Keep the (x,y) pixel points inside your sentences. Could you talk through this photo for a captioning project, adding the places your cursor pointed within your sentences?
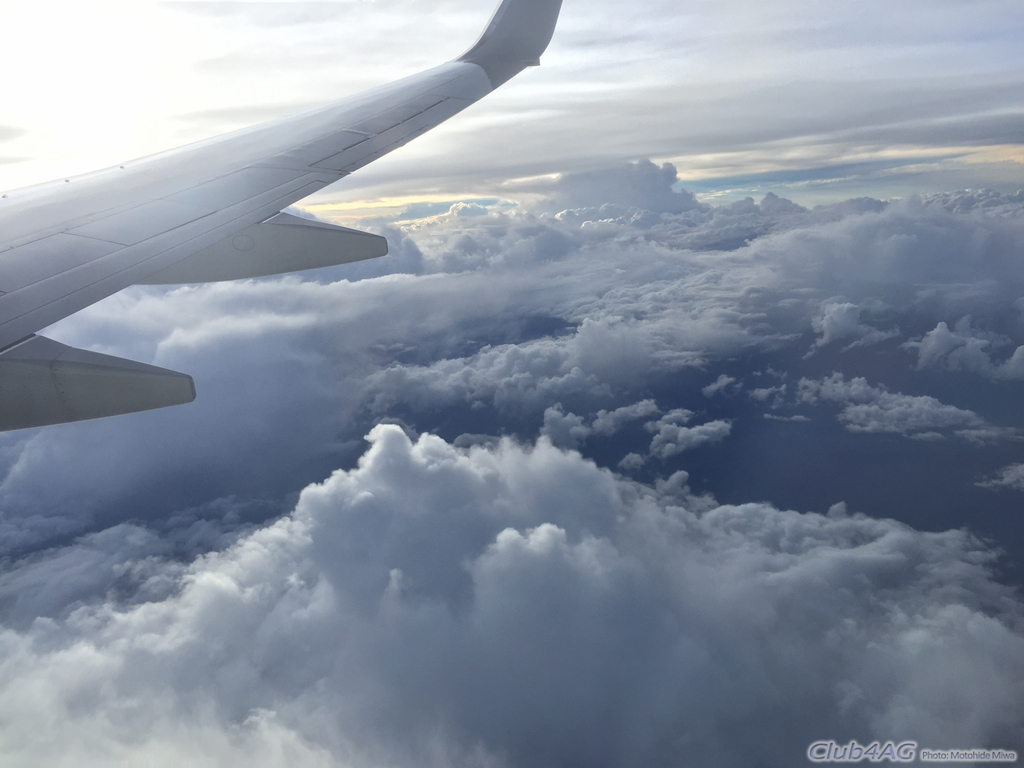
In this picture we can see an airplane (258,243) on the left side (141,250), in the background (707,513) we can see the sky (549,118) and clouds (529,127), at the right bottom (888,743) there is some text (843,754).
